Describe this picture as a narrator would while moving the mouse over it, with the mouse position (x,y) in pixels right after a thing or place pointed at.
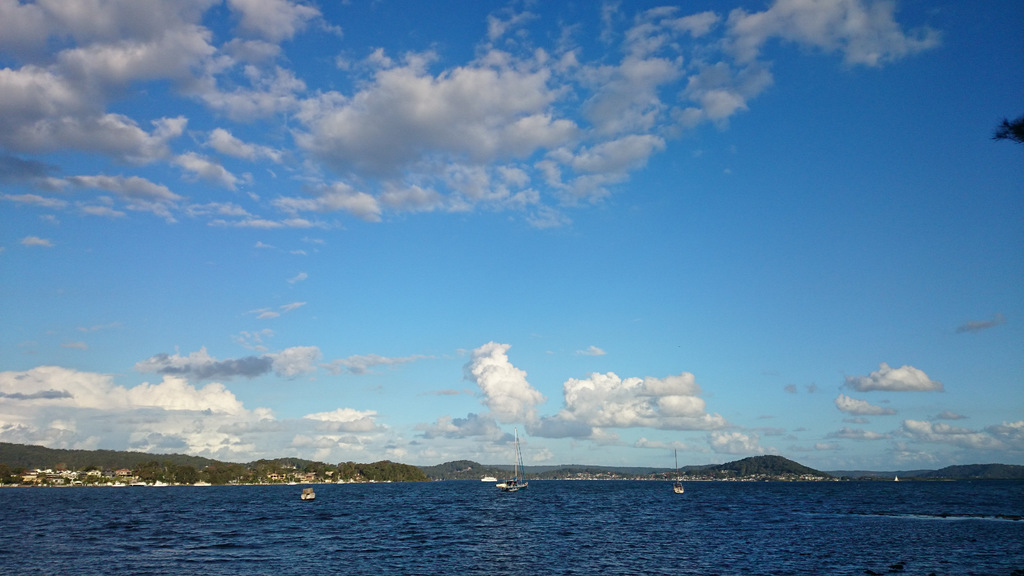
In this picture we can see water (528,541) at the bottom (576,530), there are boats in the water (865,488), in the background (809,479) we can see trees (807,471) and hills (626,477), there is the sky (550,289) at the top of the picture (365,71).
